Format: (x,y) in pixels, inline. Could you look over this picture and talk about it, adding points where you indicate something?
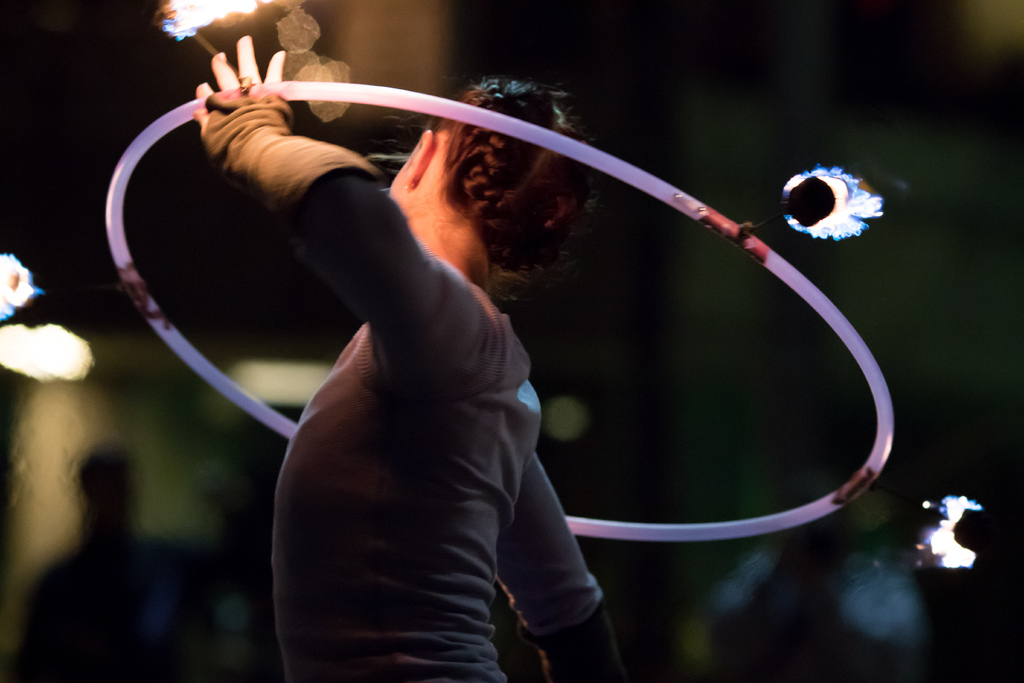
In the middle of the image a person (561,101) is standing and holding a ring (143,146). Background of the image (653,123) is blur.
